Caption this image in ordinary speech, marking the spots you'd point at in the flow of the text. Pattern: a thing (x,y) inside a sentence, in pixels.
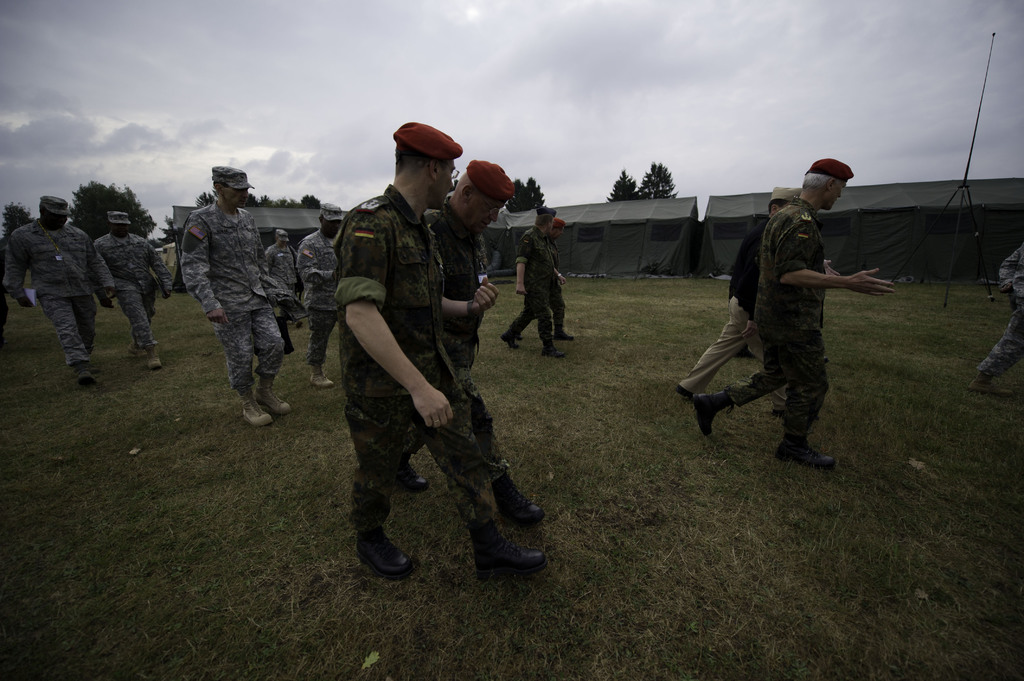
In this picture I can observe some men (370,290) walking on the ground (541,396). There are tents (630,224) which are in the grey color. In the background (138,225) there are trees (118,204) and a cloudy sky (336,112).
